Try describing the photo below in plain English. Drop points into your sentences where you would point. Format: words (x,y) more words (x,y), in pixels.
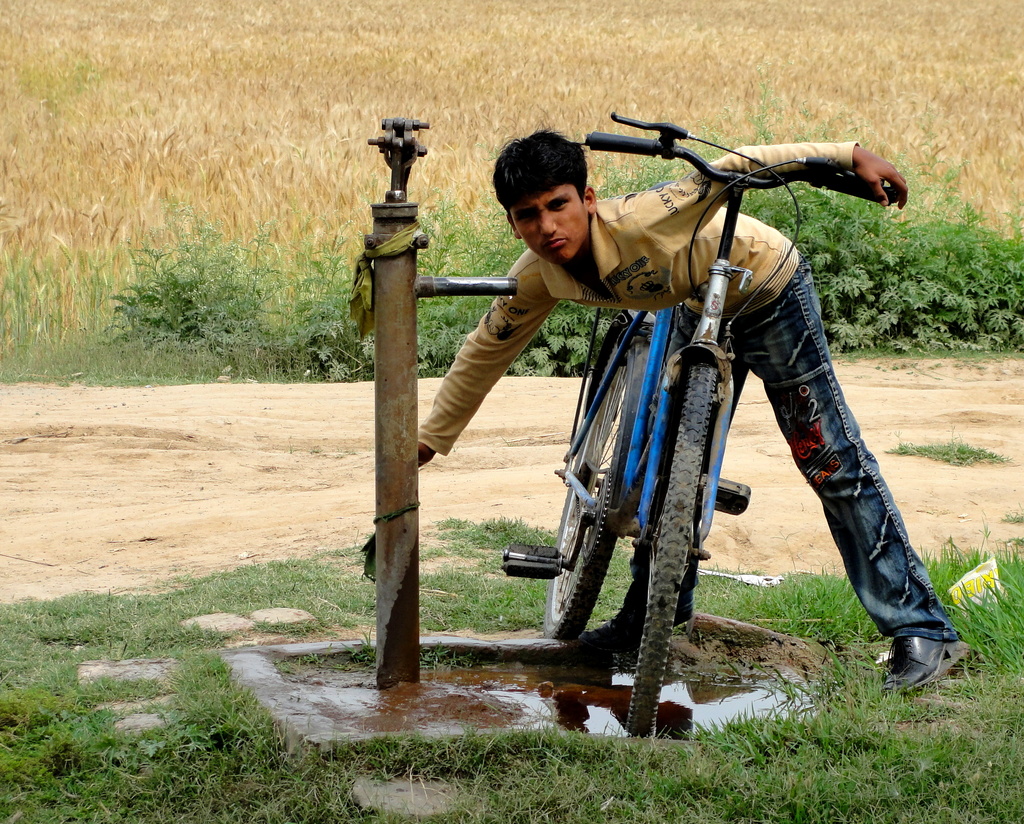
In this image I can see a person (760,314) standing, a bicycle (685,405) which is blue in color and a metal pipe (391,123). I can see some water (686,724) and some grass (690,757) on the ground (672,781). In the background (572,341) I can see few plants (621,156) which are green and brown in color.
